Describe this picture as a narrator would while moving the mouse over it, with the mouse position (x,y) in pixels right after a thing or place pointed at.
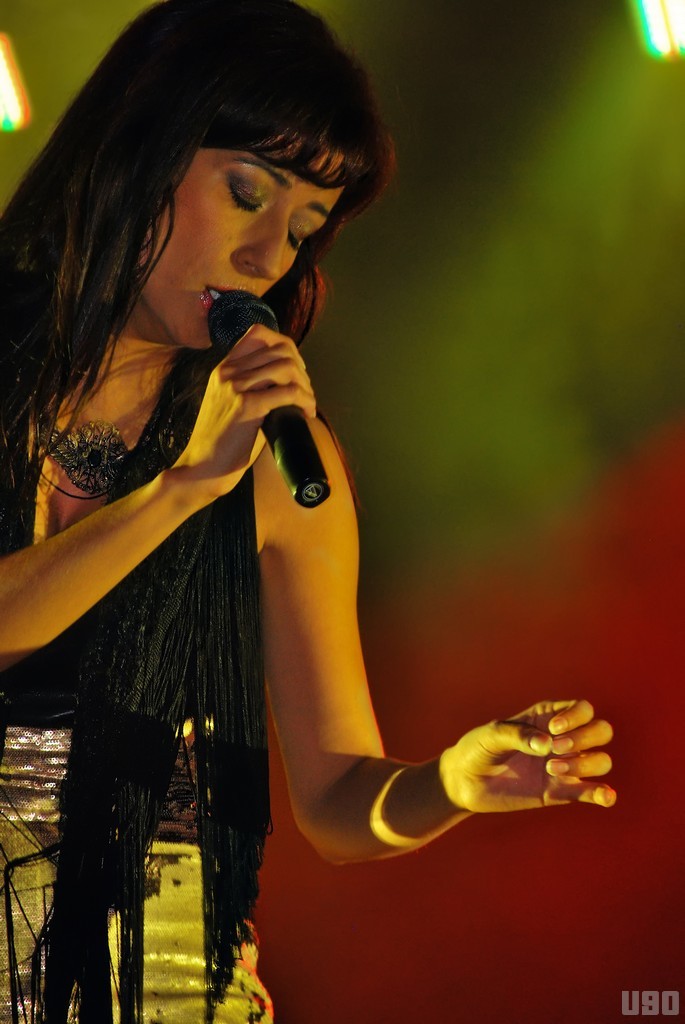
In this image we can see the woman (128,539) holding the mike (225,325). We can also see the lights (12,93). In the background (576,147) we can see the red and green color and the background (594,133) is not clear. In the bottom right corner (632,1000) we can see the text (639,1014).
